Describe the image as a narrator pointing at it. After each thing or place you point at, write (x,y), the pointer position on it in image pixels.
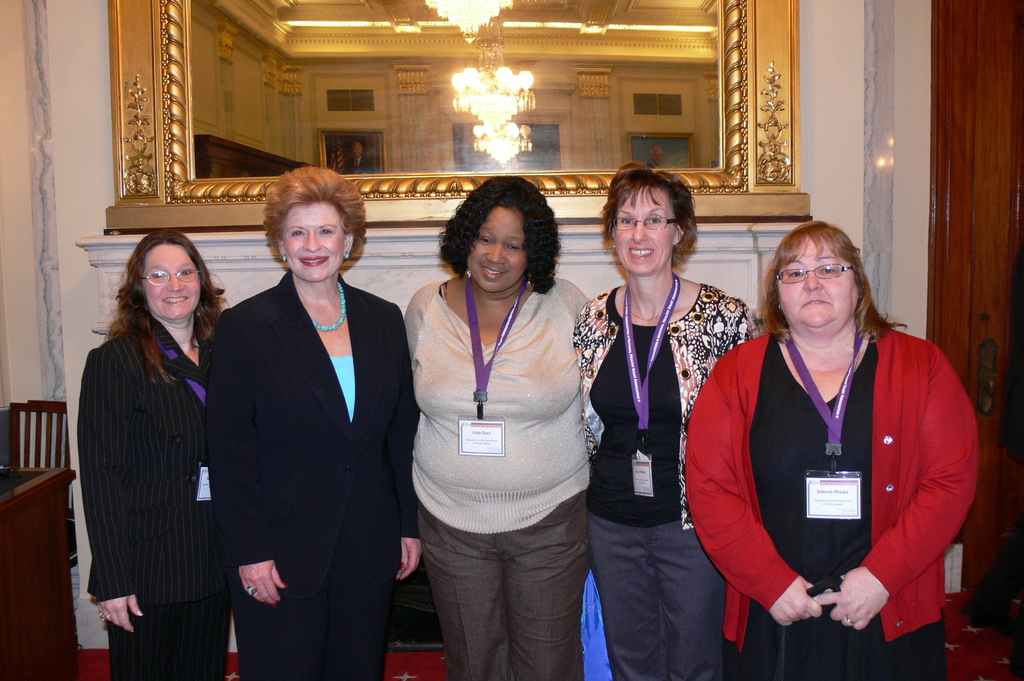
Here in this picture we can see a group of women (441,380) standing over a place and we can see all of them are smiling and most are wearing ID cards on them and behind them on the wall (368,274) we can see a mirror (464,164) present and in that we can see chandeliers (503,2) present on the roof (394,9) and on the left side (40,501) we can see a chair (56,413) and a table (37,487) present.
